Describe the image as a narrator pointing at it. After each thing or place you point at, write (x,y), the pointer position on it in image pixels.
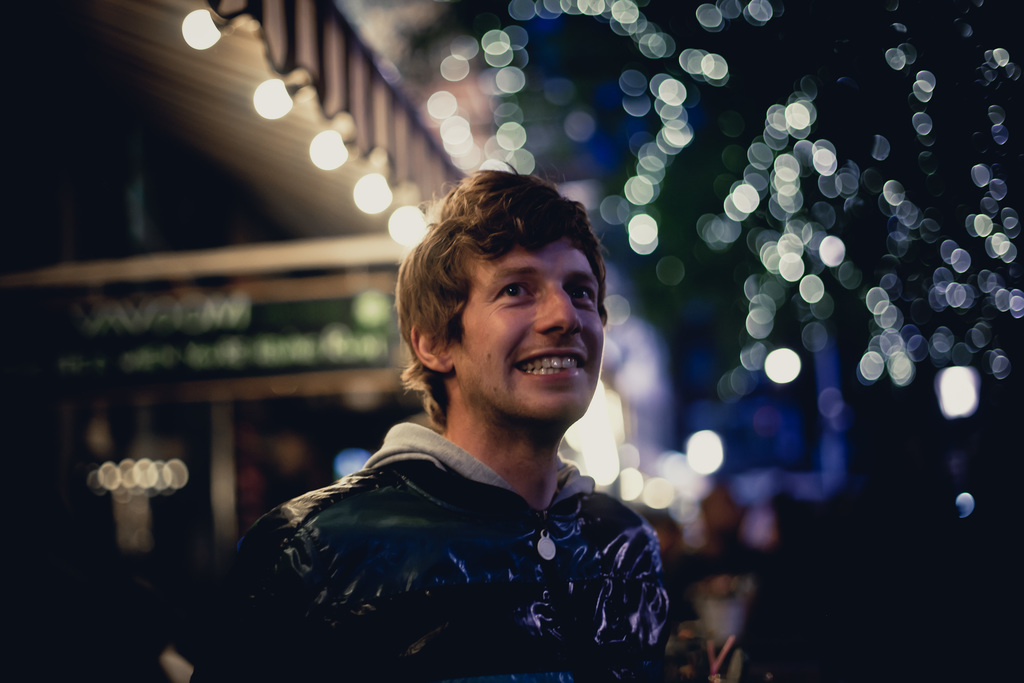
In this image I can see the black color dress (475,544) and he is smiling. In the back (364,200) I can see many lights (377,189) and the board (268,318). But it is blurry.
